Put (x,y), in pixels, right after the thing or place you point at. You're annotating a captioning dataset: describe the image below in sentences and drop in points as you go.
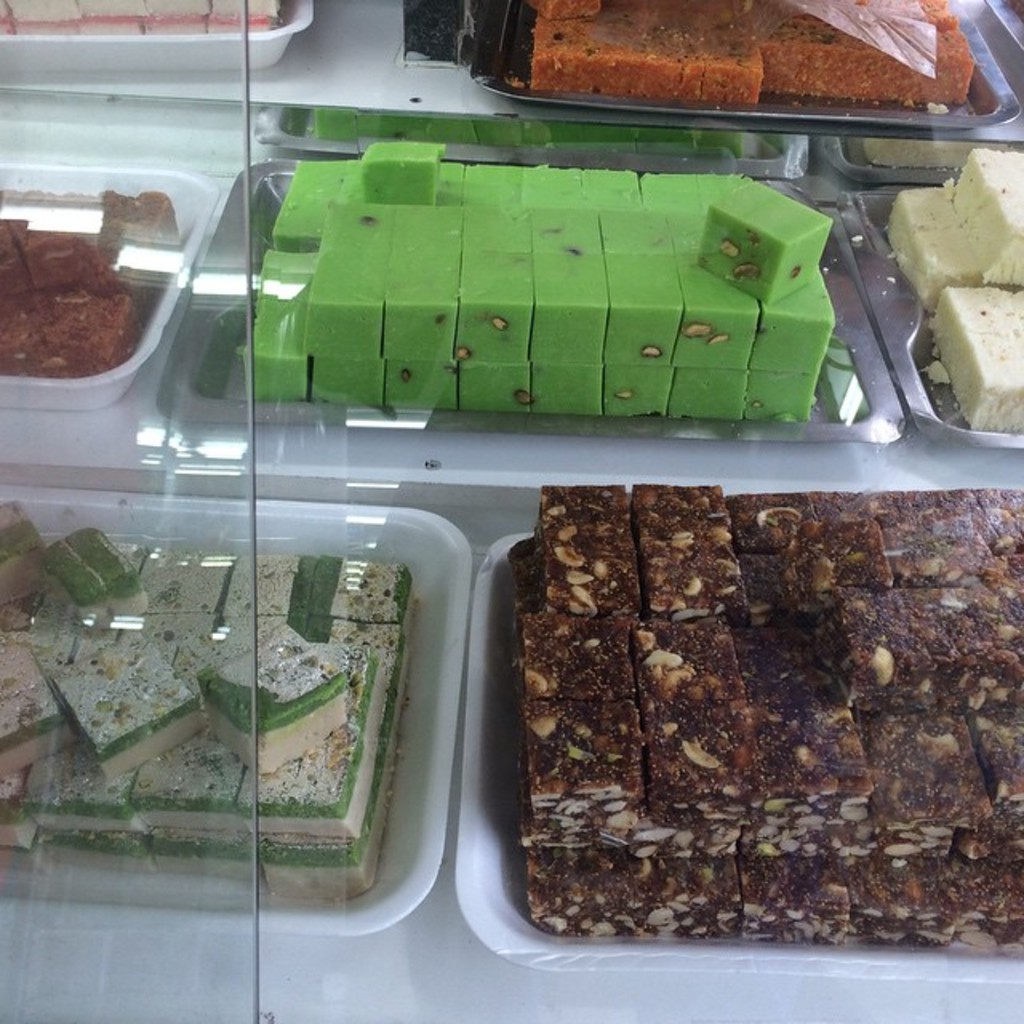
In this picture, we can see a glass (168,619) and behind the glass (224,558) there are different kinds of sweets (470,364) on the plates (475,424).
